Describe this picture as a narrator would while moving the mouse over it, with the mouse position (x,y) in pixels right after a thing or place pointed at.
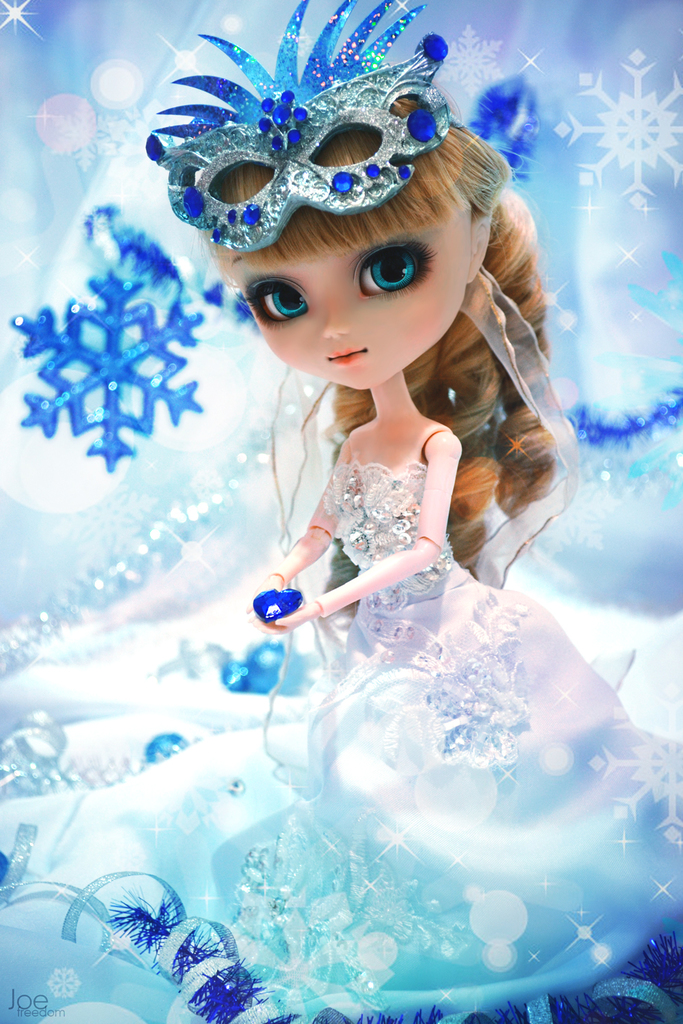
As we can see in the image there is an animation of a girl (355,438) wearing white and sky blue color dress (379,645).
